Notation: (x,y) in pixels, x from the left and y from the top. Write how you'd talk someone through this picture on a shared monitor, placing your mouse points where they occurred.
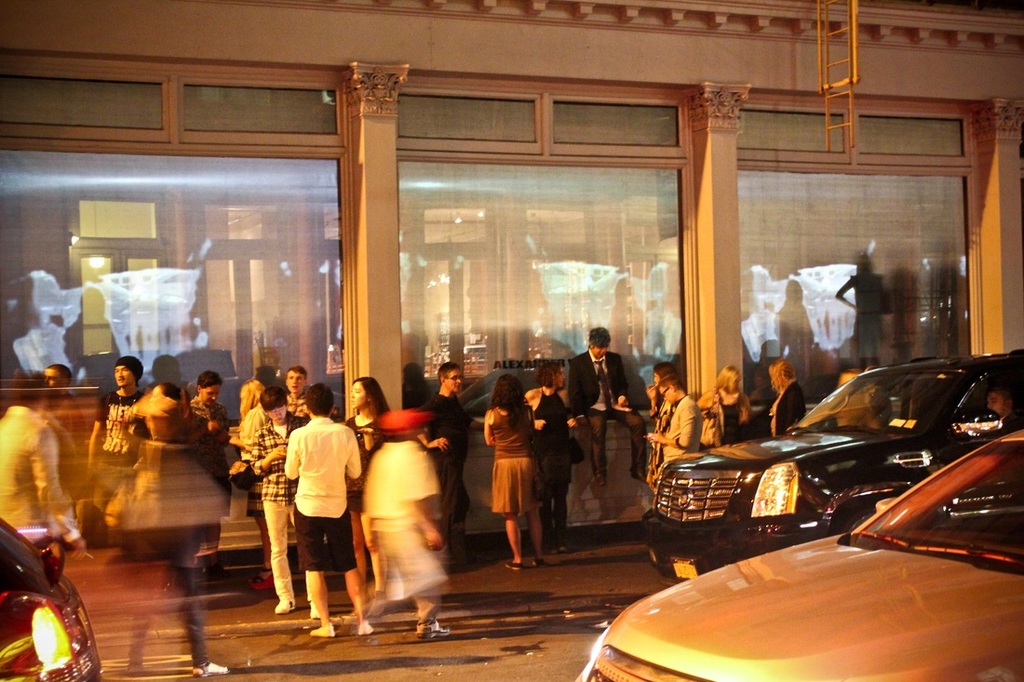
In this picture we can see some persons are standing on the road (476,664). These are the vehicles (35,681). On the background (343,282) there is a building (594,227). And this is glass (536,245).
